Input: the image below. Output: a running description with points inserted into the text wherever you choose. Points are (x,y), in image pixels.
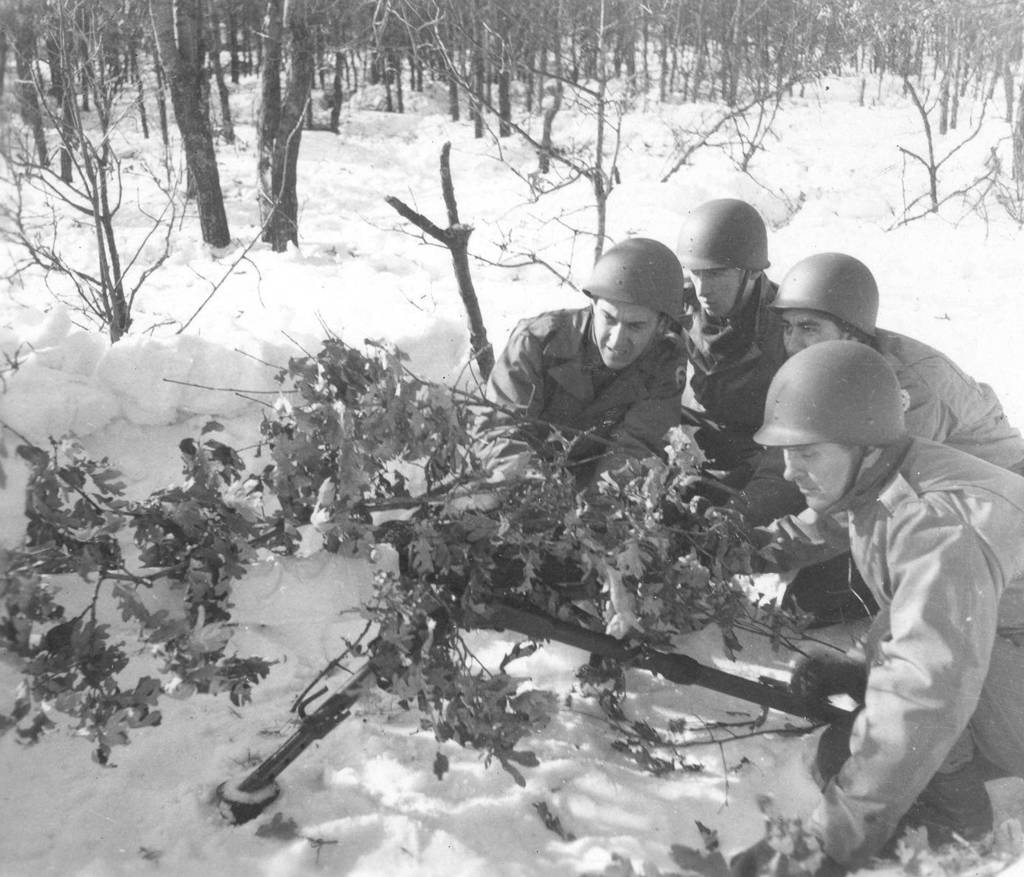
This is a black and white image. In this image we can see people (777,312) wearing helmets (749,222), jacket (719,393). There are trees (531,60). At the bottom of the image (411,823) there is snow (151,805).
